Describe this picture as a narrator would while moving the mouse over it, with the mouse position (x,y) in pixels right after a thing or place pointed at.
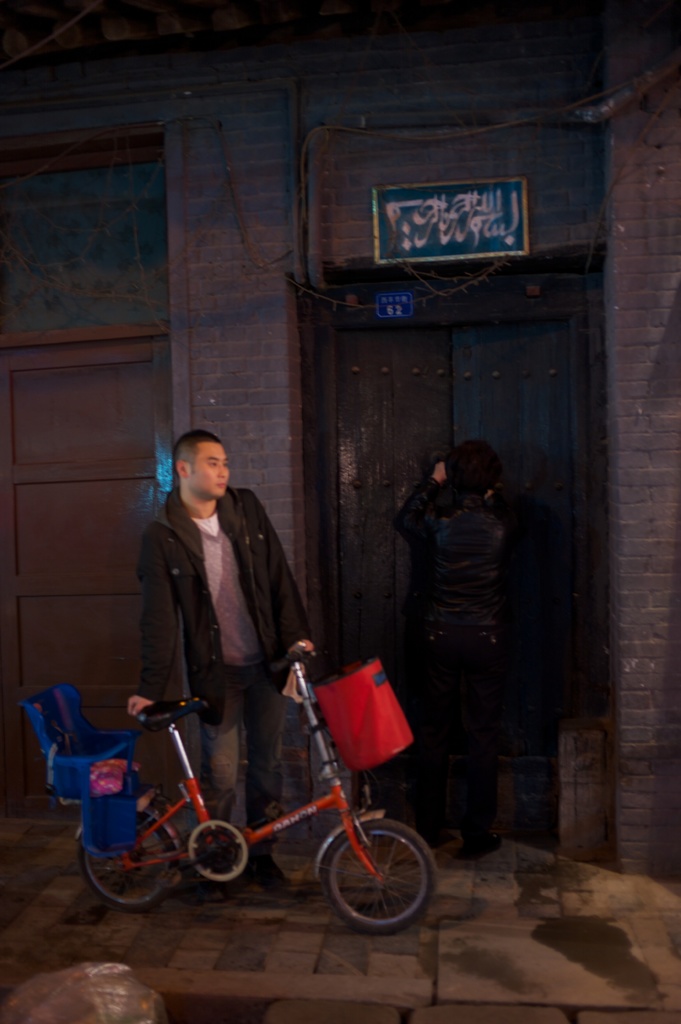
In this image there is a man (199,575) in the middle (265,604) who is holding the cycle (161,821). Beside him there is another person (436,544) standing in front of the door (405,422). At the top (418,197) there is a name board (440,226) attached to the wall (380,159).
